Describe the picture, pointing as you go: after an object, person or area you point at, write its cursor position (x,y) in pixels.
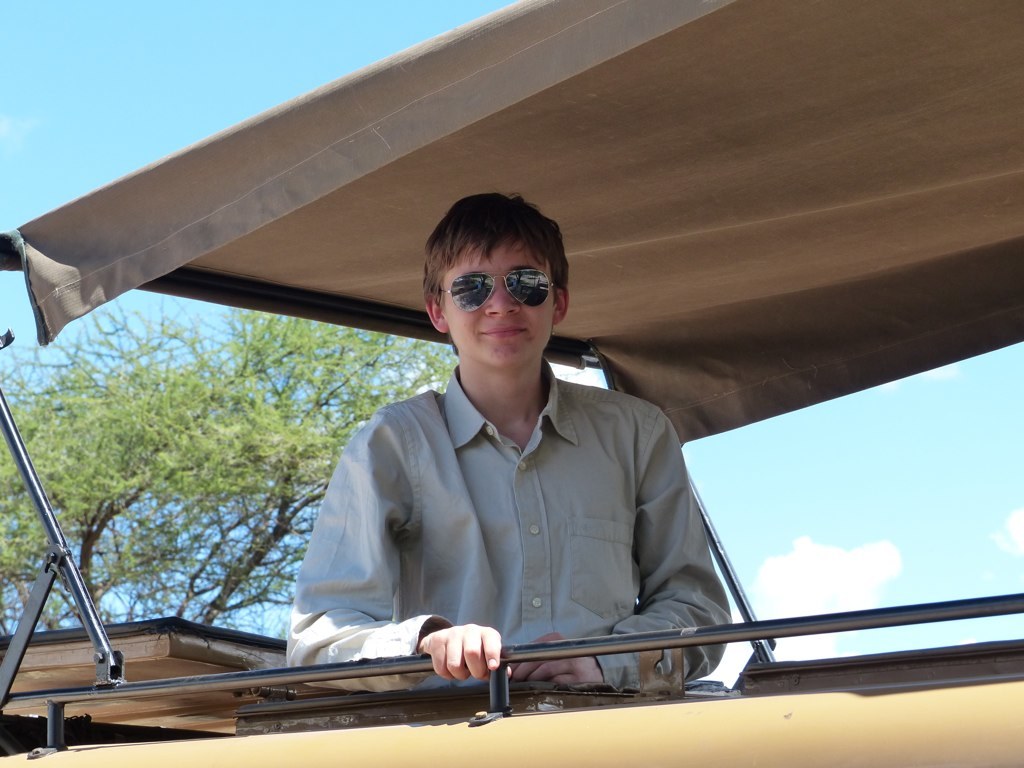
In the center of the image (570,414) we can see a person (635,459) wearing glasses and the person (447,569) is present under the roof (470,77). In the background (324,362) we can see the trees (197,466) and also the sky (932,478) with some clouds (846,574).
